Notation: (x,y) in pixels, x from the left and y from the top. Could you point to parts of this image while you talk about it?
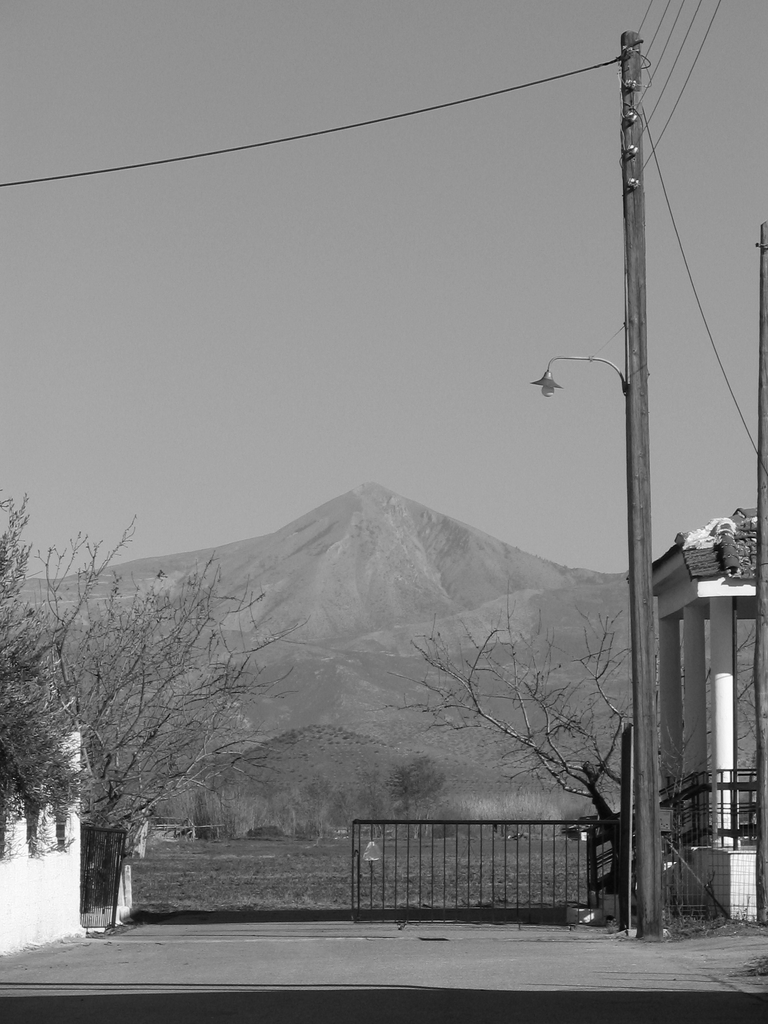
In the image we can see an electric pole (627,209), light (553,382) and electric wires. We can even see there are trees (544,760), fence (432,905), pillars (680,676), mountain (457,580) and a sky (152,337).
